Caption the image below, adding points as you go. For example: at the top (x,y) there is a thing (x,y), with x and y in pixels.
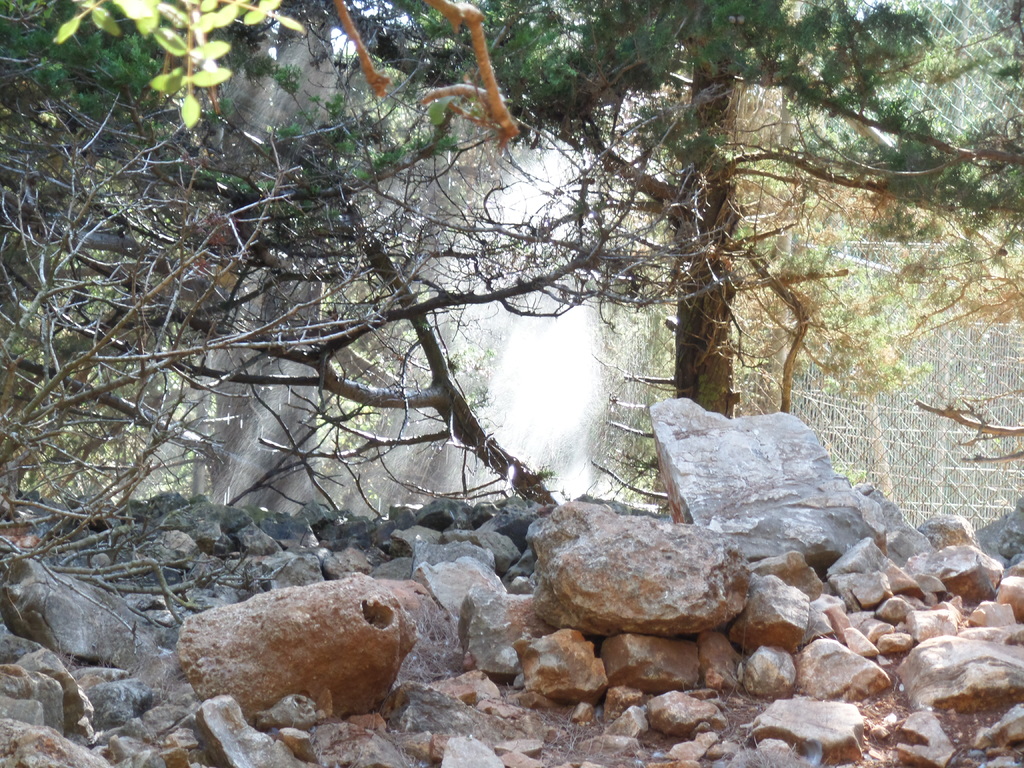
In this image we can see trees (368,255). At the bottom of the image (398,716), we can see rocks (129,696). On the right side of the image (935,426), we can see a mesh (919,430).
